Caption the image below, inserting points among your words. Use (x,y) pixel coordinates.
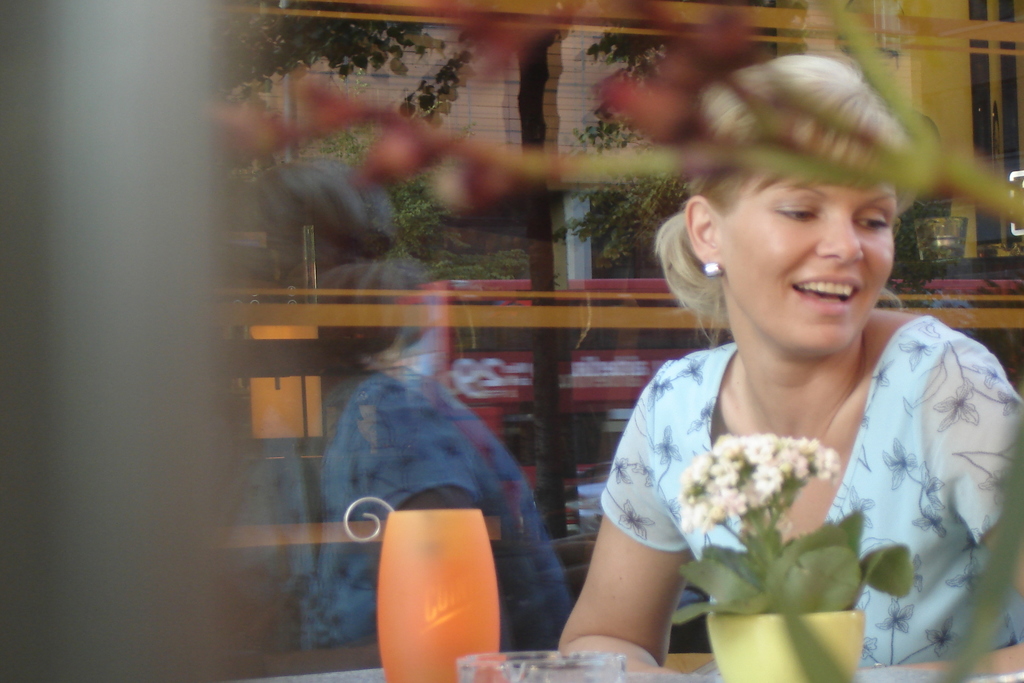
In this image in front (886,637) there is a person (745,351). In front of her there is a table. On top of the table (869,669) there is a flower pot (738,595). There is a glass (598,660) and an object (456,596). Behind her there is a glass window (495,328) through which we can see trees (425,95) and buildings (518,208).
